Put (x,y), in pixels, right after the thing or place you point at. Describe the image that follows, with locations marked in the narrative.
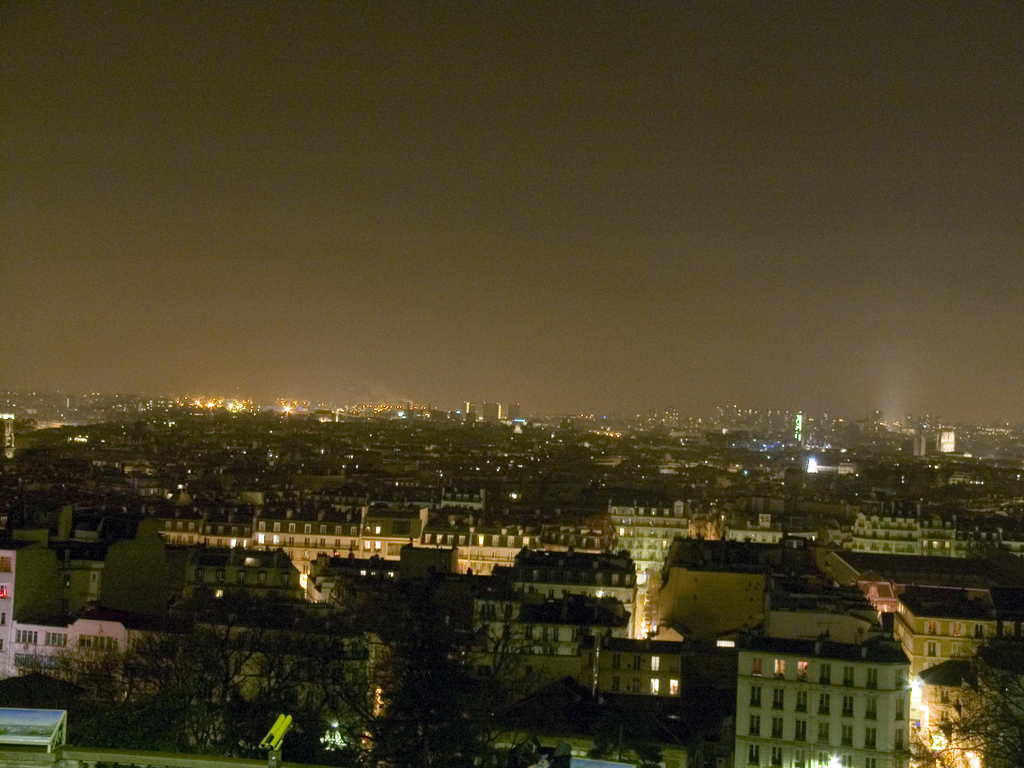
This image is an aerial view. In this image we can see many buildings (314,599) and trees (165,687). We can see lights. At the top (595,174) there is sky (595,174).
